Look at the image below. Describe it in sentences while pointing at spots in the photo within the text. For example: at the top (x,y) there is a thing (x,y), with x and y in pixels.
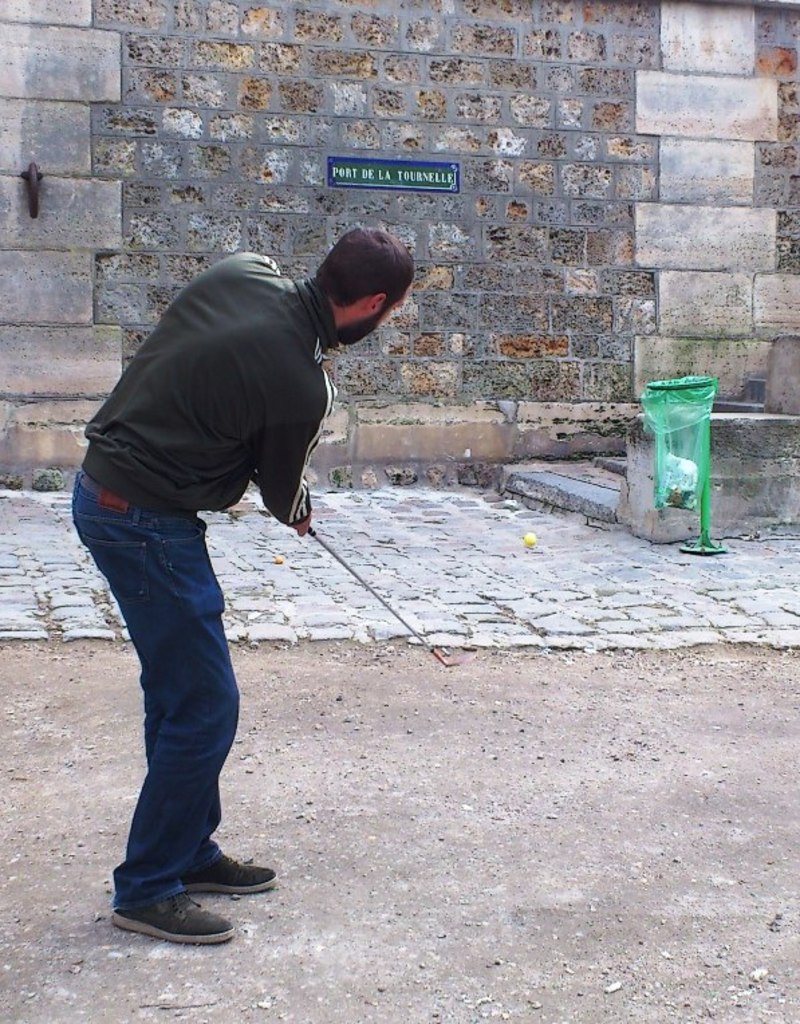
In this image we can see a man (205,400) is standing on the ground (232,617) and holding a golf club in the hands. In the background (27,188) we can see a ball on the ground (425,489), dustbin stand (688,400), name board (376,172) and metal object (38,180) on the wall (304,234).
